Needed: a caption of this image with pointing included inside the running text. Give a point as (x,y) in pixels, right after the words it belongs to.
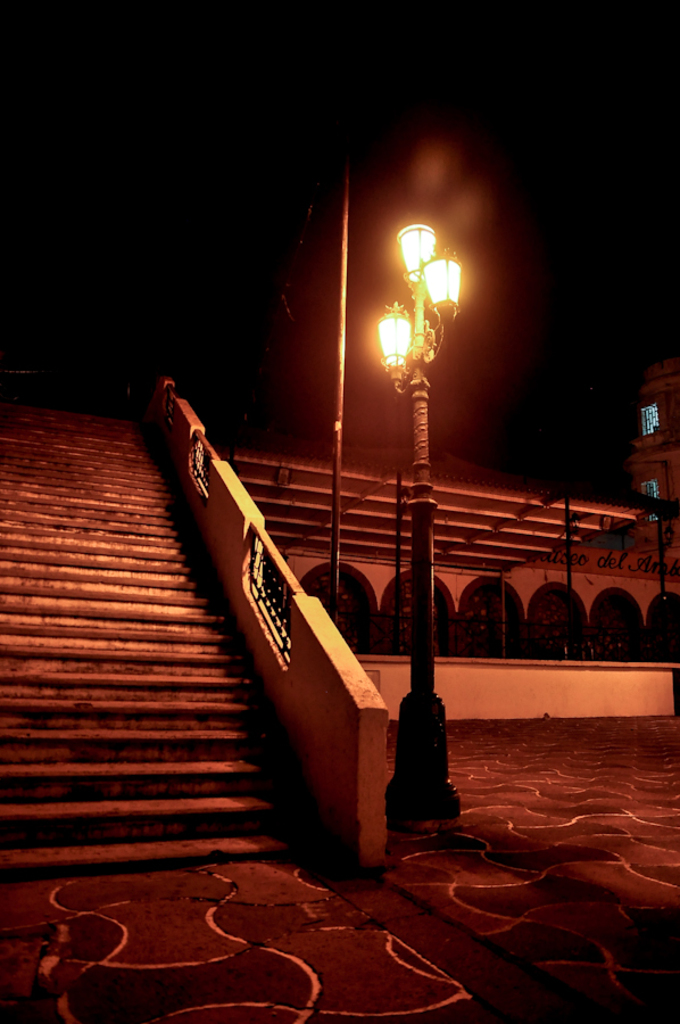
In the foreground of this picture (396,371), we see a street light (427,402). On left (49,705) we see stairs (167,711). On right (641,614), we see a building (648,523) and a shed (499,514). In the background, we see a pole (339,430).
